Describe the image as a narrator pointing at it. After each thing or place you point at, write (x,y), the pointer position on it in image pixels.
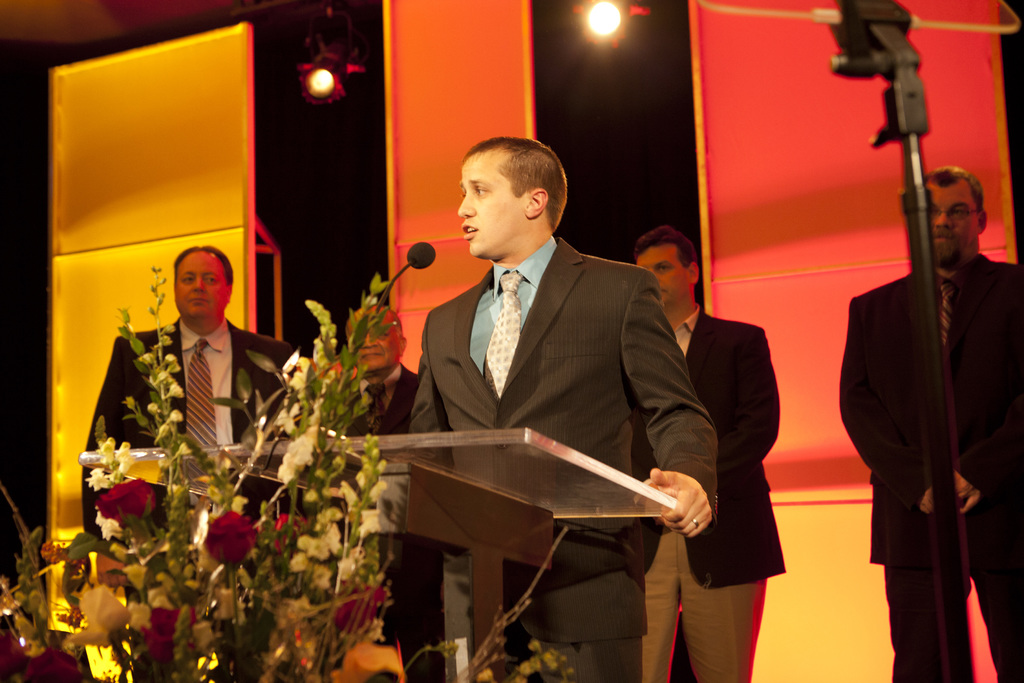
Here I can see a man (522,242) wearing a suit (581,385), standing in front of the podium (476,437) and speaking on the microphone (434,251). On the left side (248,604) there is a flower bouquet (204,597). At the back of this man (455,376) four men (698,334) are standing. At the back of these people (202,359) I can see few boards (774,100). At the top (593,13) there are two lights (320,84). On the right side (914,104) there is a metal stand (903,76).
